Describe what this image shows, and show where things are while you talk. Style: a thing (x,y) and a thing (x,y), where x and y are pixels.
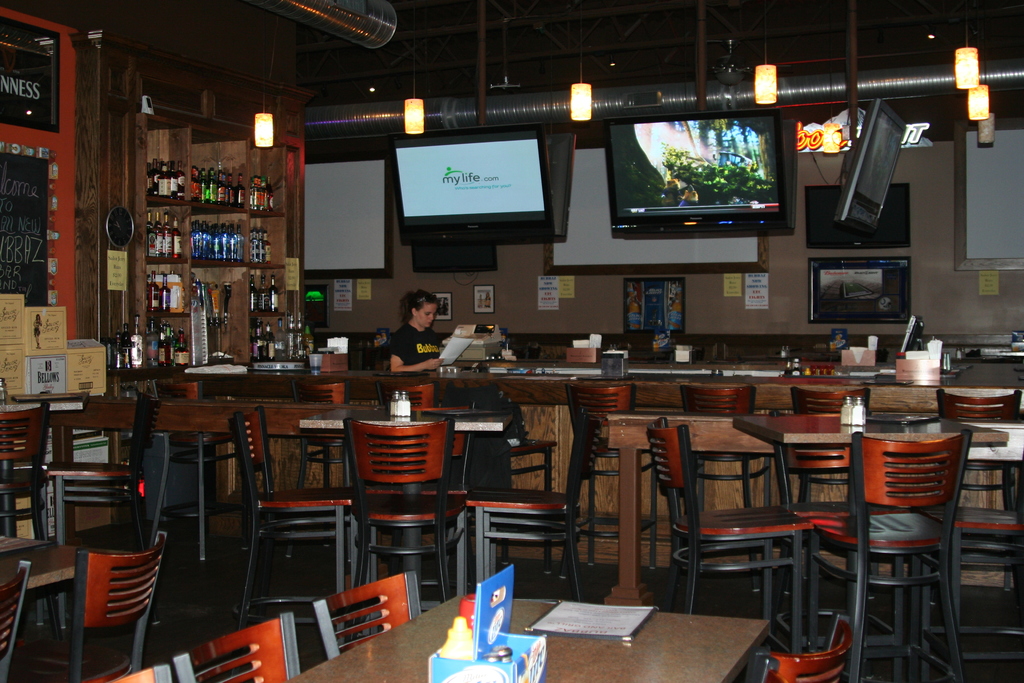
This looks like a bar (320,648) and we can see tables (1005,448) and chairs (481,525) over here. In the background (280,325) there are wine bottles (194,195) in shelves (185,268) and a woman (406,323) holding paper (460,345) is in the middle of the image (427,334) and there are TV,,lights (685,176), poles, hoardings (995,242), posters (903,263) on the wall (948,306).
